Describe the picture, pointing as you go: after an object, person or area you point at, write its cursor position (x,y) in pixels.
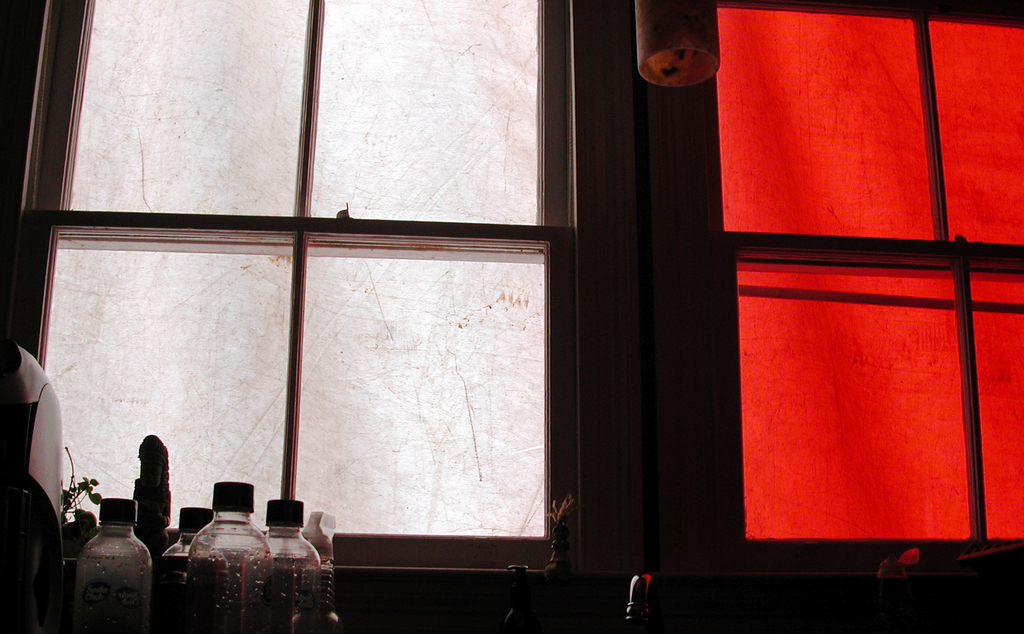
As we can see in the image there is a white and red color windows (394,340). On left side (168,569) there are bottles (205,554).
